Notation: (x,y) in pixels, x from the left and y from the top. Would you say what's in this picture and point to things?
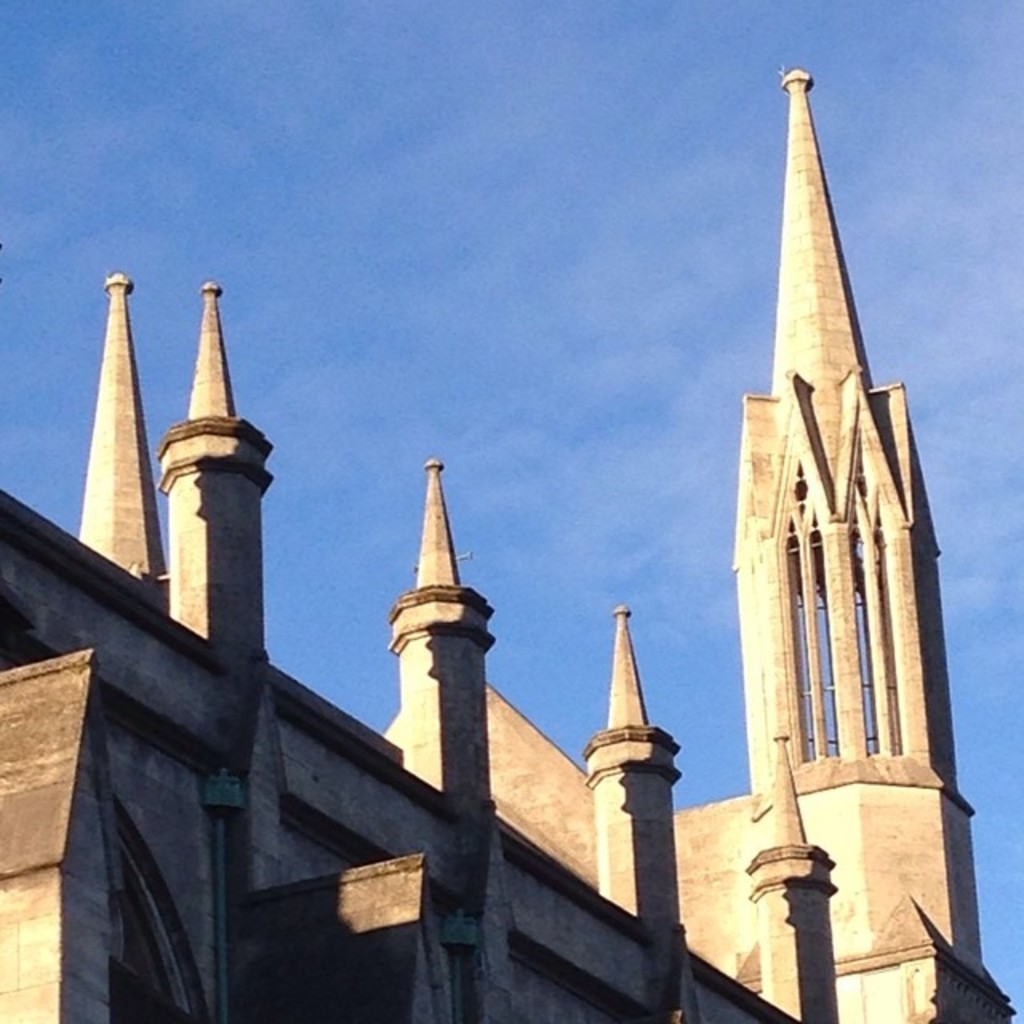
In this picture I can see a building (471,1023). In the background (392,357) I can see the sky (394,363).
